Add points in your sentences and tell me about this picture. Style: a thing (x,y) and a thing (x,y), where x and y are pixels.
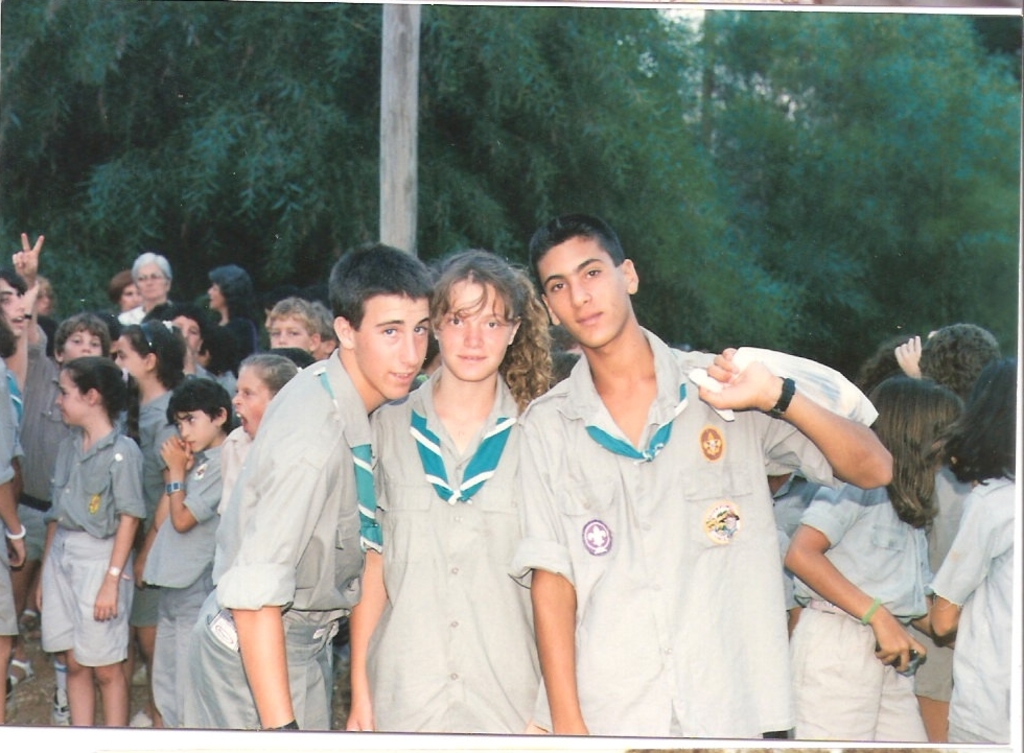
This image is clicked outside. There are trees (562,125) at the top (541,153). There are so many people (367,559) standing in the middle (661,439). All of them are wearing the same dress (529,495).
